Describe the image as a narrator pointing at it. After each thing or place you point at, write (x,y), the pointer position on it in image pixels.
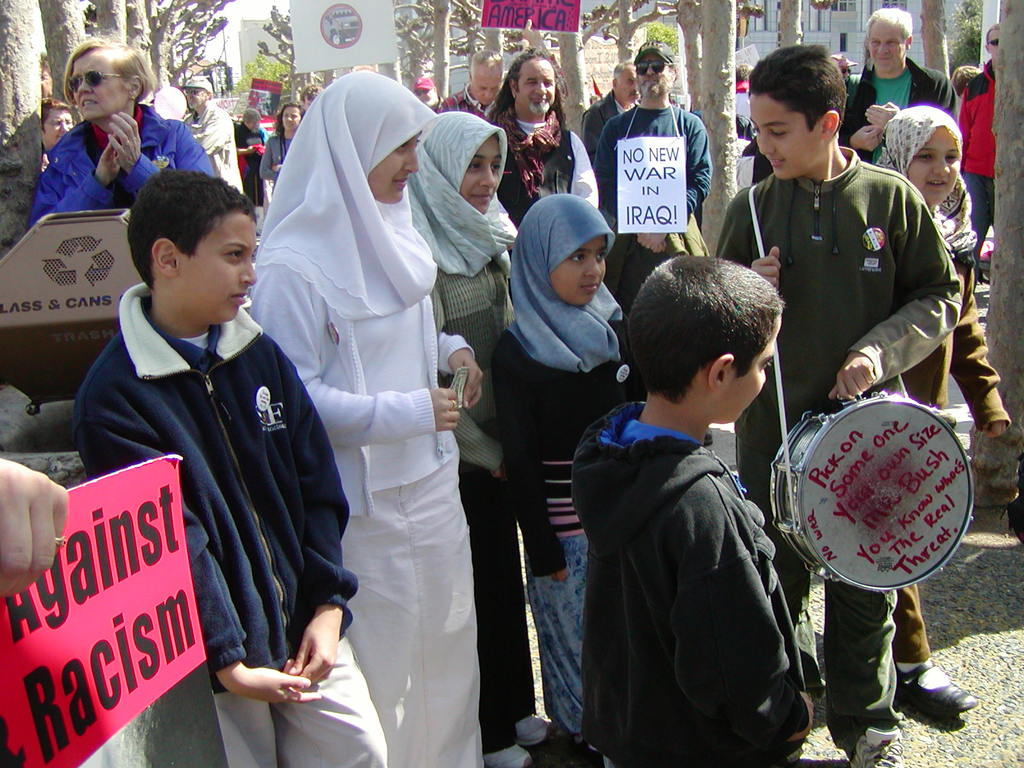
This Image is clicked outside. There are so many people (652,348) in this image. Some of them are holding musical instruments (827,505) and some of them are holding cards (149,523). There are trees (979,47) on the top (1017,6) and building (831,14) on the top right corner (809,34).
